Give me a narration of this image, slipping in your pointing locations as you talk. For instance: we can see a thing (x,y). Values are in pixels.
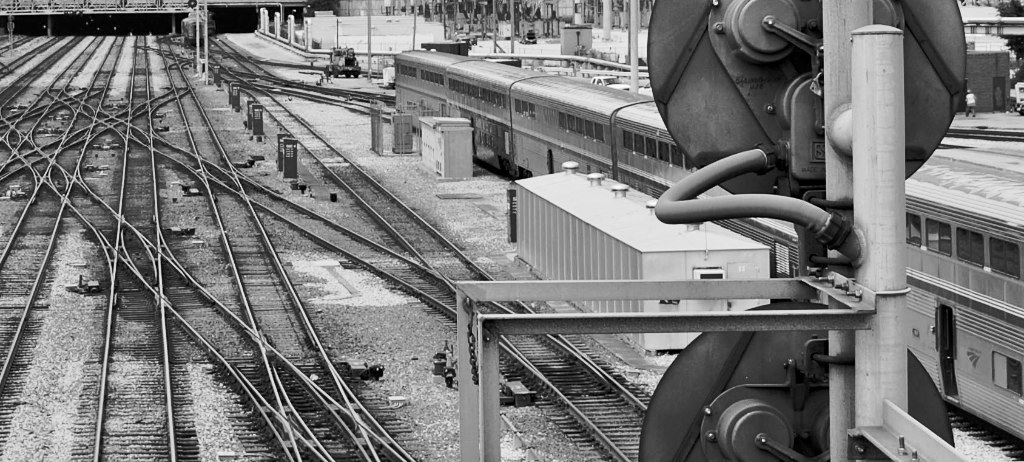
On the left side (147,205) these are the railway tracks (260,259) and on the right side (1023,278) there is a train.
